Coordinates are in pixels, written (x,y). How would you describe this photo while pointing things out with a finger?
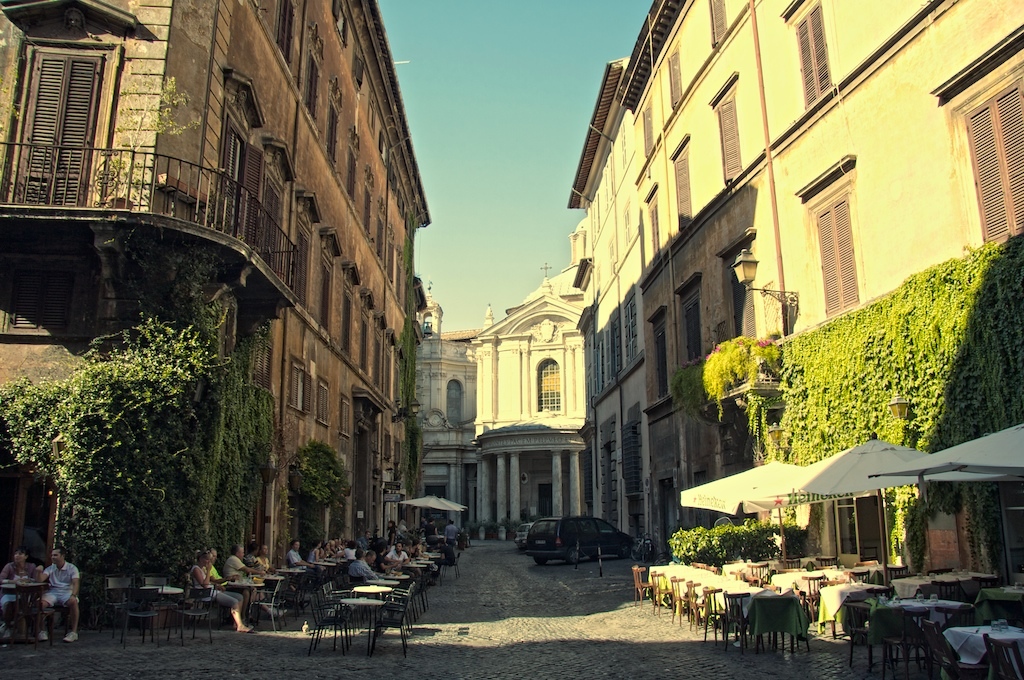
In the image there is a path (538,646) in the middle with tables (427,562), chairs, cars (559,533) on it with buildings (6,246) on either side of it with plants (841,340) in the front (75,431) and above its sky (477,129).
